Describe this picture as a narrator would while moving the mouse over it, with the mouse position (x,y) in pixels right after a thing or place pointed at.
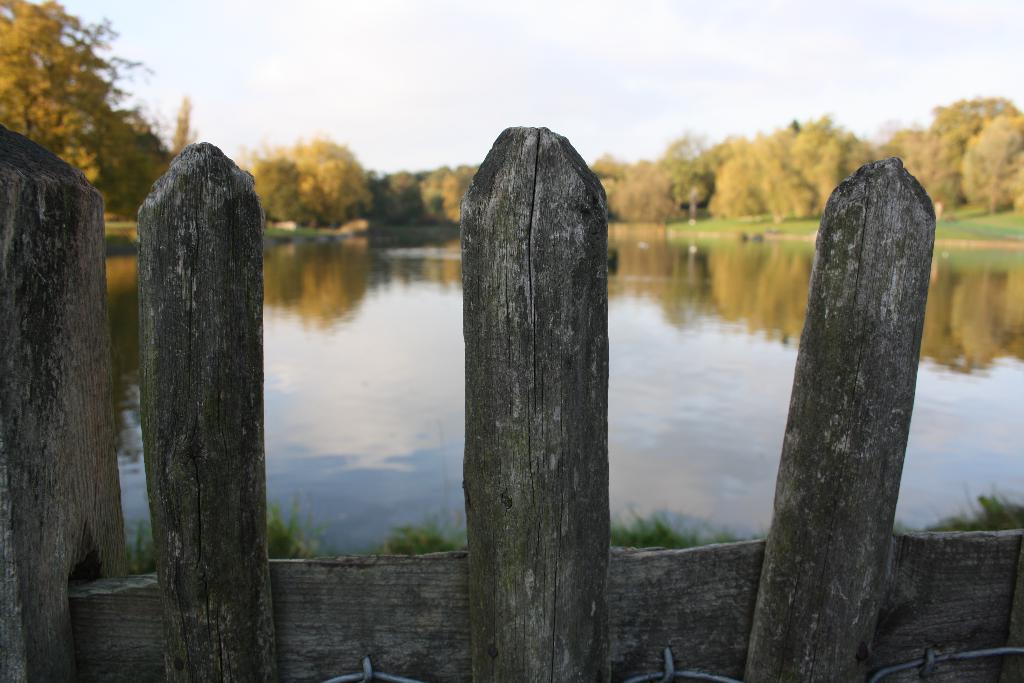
In the foreground of the picture (378,559) there are grass (442,536) and railing (478,539). In the center of the picture (396,279) there is a water body (442,334). In the background (110,143) there are trees (832,173) and grass (990,228). Sky (418,73) is sunny.
